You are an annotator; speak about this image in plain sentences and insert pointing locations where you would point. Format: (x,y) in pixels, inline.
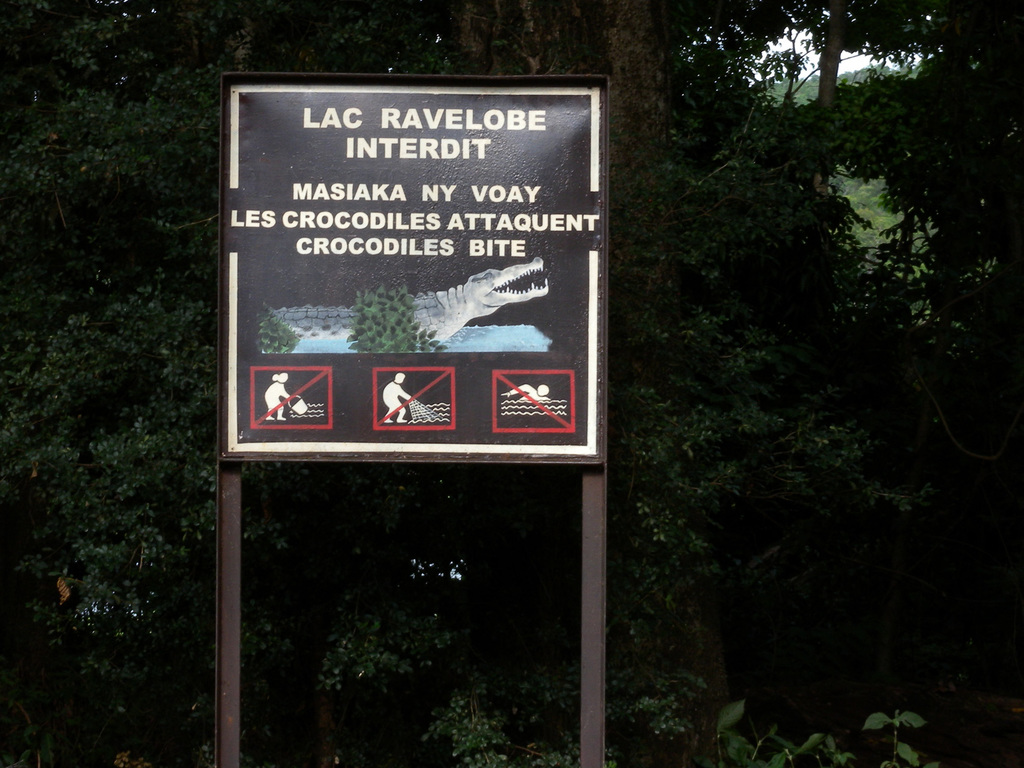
As we can see in the image there is banner (358,339) and trees (850,269). The image is little dark.
